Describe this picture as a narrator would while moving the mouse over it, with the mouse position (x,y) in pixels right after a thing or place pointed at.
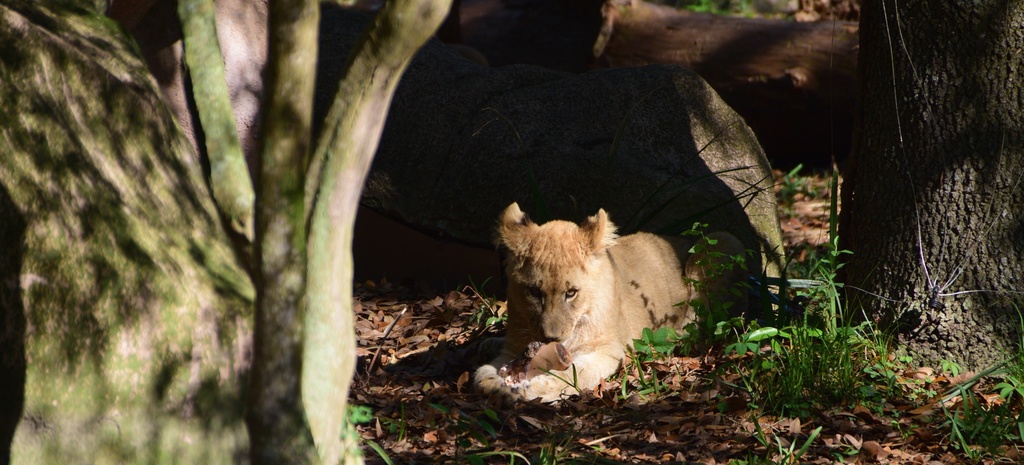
In the center of this picture (656,242) we can see an animal (590,371) holding some object (541,366) and sitting on the ground (686,346) and we can see the plants (775,318), trees (873,192) and some other objects (600,149) and we can see the dry leaves (497,402) lying on the ground (388,392).
